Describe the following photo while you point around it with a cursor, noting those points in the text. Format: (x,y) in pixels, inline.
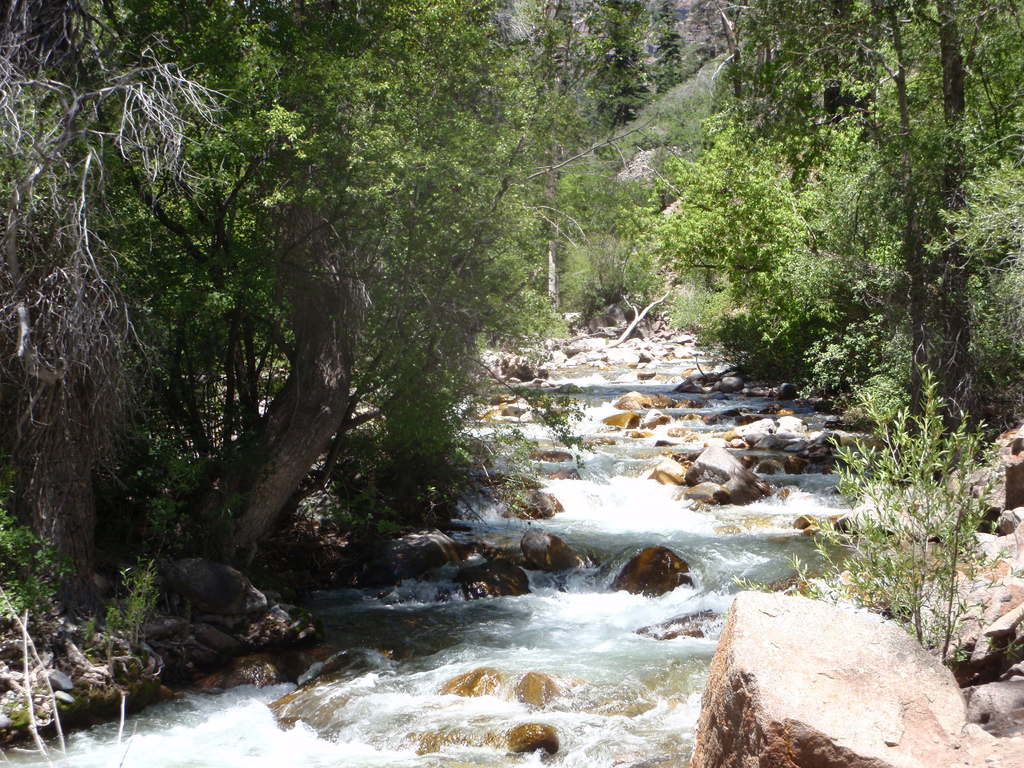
In this picture we can see the trees (934,166), plants (752,168), branches (18,195), water (191,737) and the rocks (726,466).
